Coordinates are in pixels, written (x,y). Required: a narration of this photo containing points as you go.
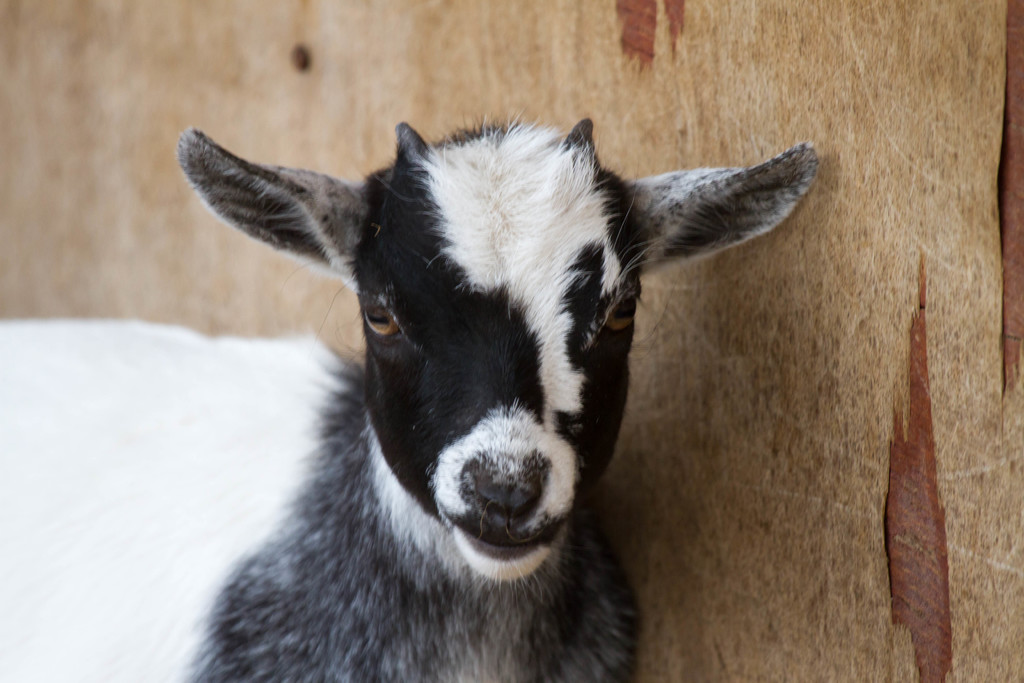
In this picture there is a goat (242,164) in the center of the image (625,285).
